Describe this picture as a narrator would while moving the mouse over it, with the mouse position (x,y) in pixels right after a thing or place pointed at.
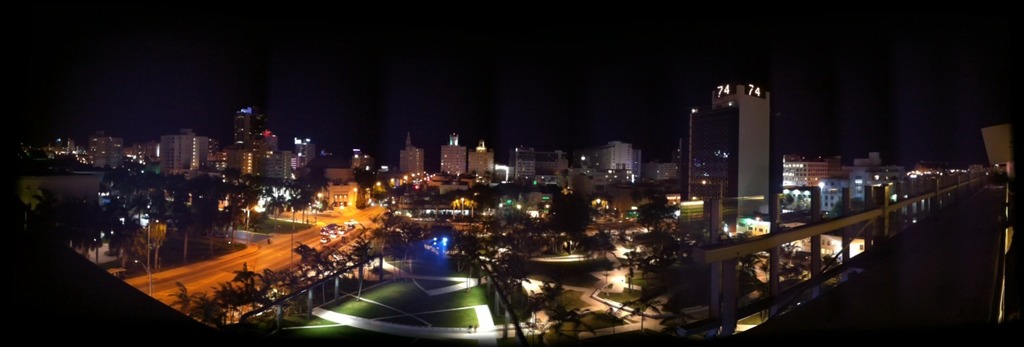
This is a top view image of a city (306,166), in this image we can see buildings (182,153), roads (302,238), trees (372,230) and lampposts (293,211).
